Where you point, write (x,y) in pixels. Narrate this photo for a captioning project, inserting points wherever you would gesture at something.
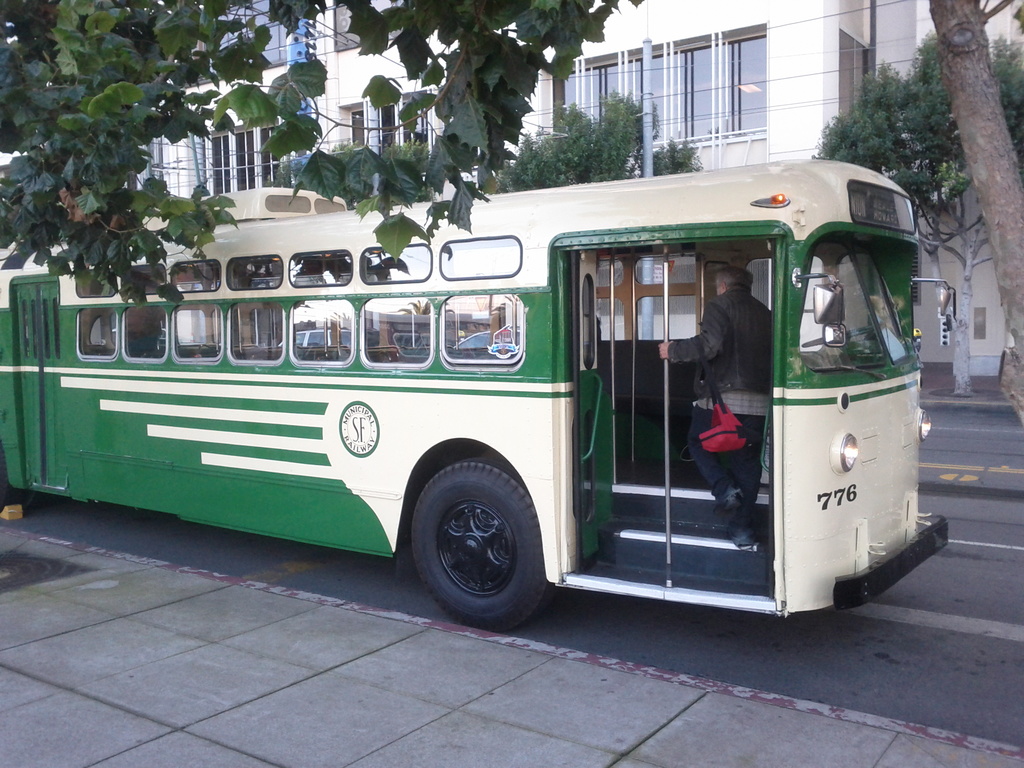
In this image I see a bus (66,339) which is of cream and green in color and I see a man (709,367) over here and I see few rods (614,256) and I see the steps (625,508) over here and I see 3 numbers (822,497) over here and I see the road (965,492) and I see number of trees (892,162). In the background (959,280) I see a building (879,52).
